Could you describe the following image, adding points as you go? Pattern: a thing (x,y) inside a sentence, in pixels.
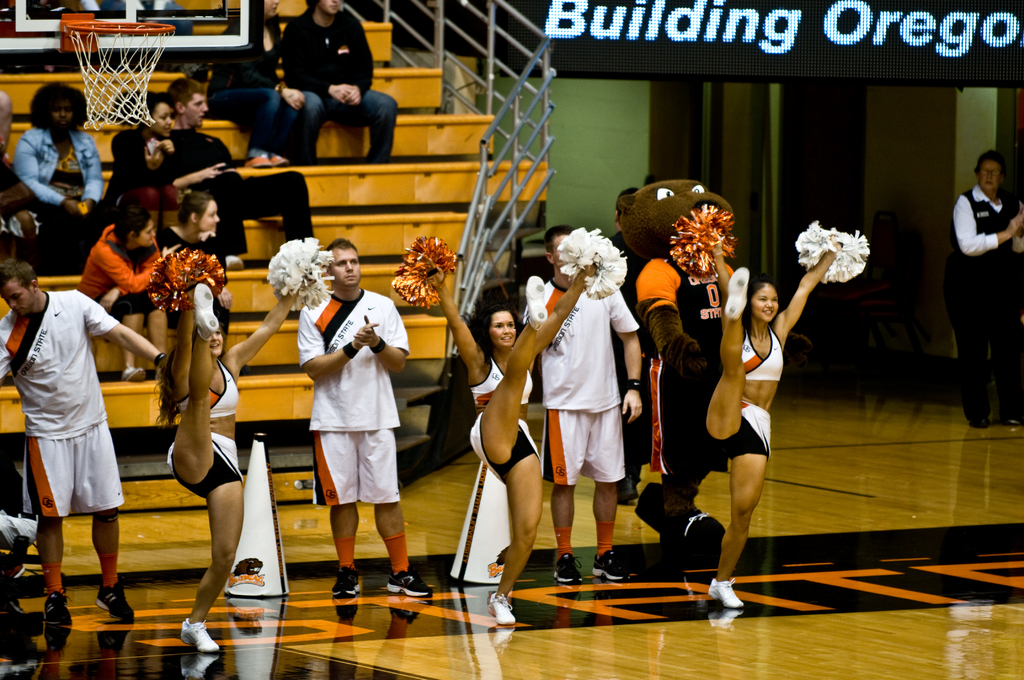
In this image there are a few cheer girls (239,495) dancing on the court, behind them there are a few men (399,340) standing and clapping, behind them there are a few people (181,132) seated on stairs (293,378), to the right of the image (987,175) there is a security guard (989,188) standing, at the top left of the image (122,94) there is a basket (101,89).
